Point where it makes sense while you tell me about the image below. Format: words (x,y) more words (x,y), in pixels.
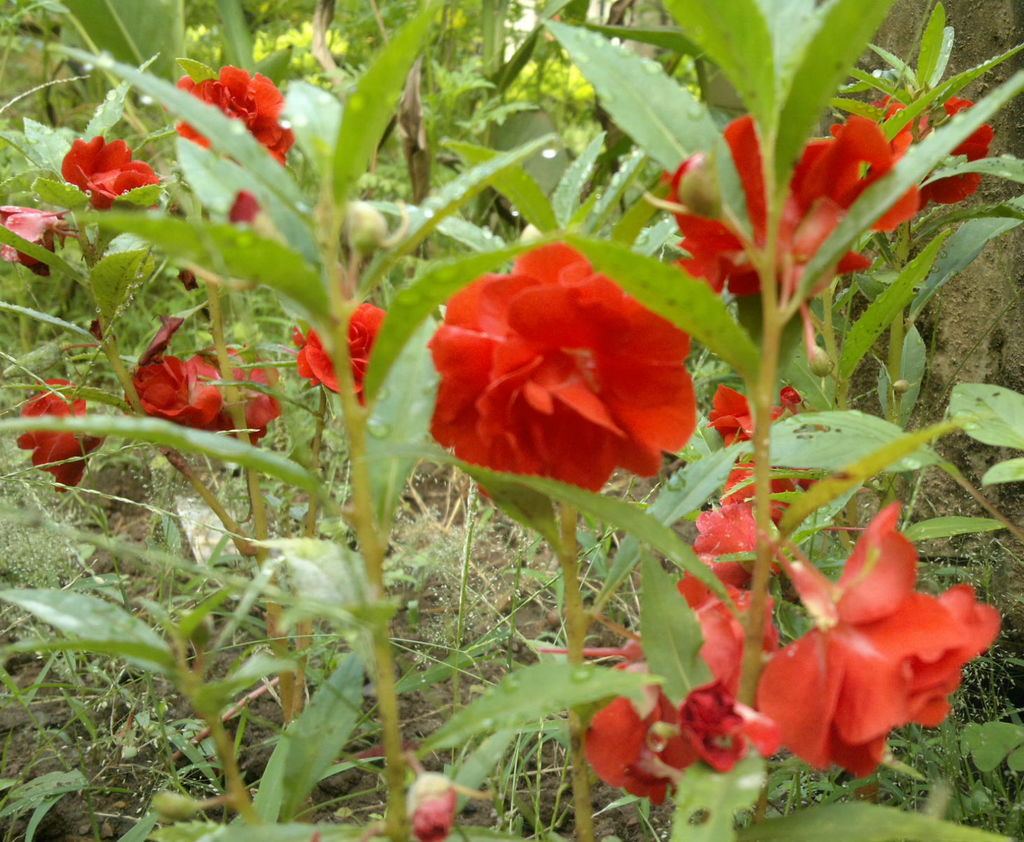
This image consists of flowers (869,717) in red color along with the plants (562,652). At the bottom (585,581), we can see the grass (506,672).
